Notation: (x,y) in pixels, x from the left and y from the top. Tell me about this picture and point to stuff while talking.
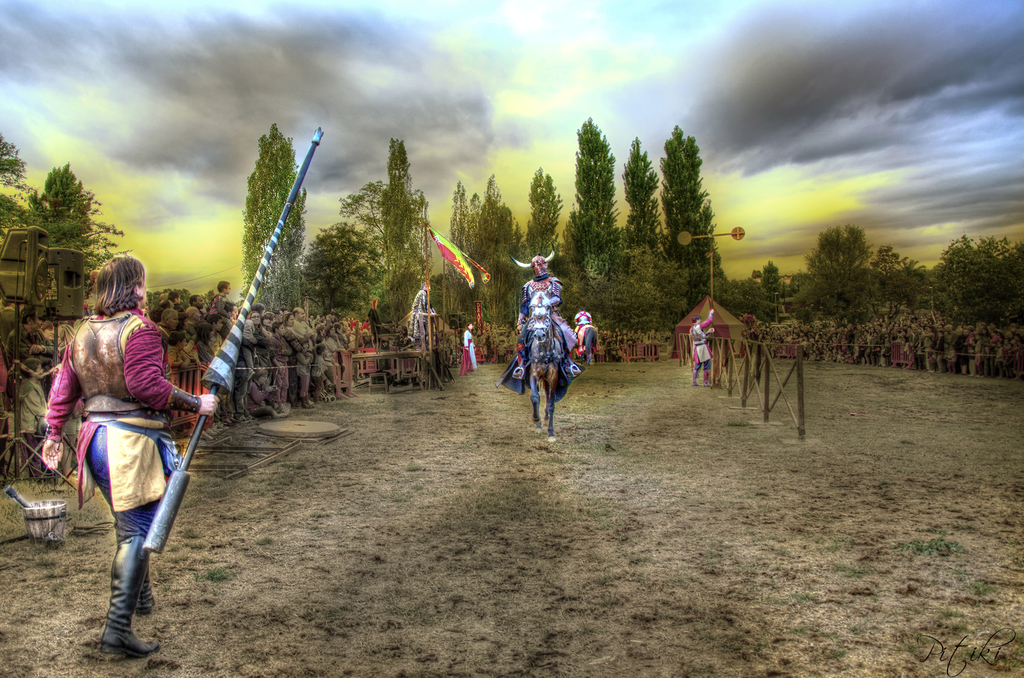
As we can see in the image there is painting (168,503) of few people (565,337), horse (536,383), grass (509,610), trees (269,302), sky (577,123) and clouds (395,58).
